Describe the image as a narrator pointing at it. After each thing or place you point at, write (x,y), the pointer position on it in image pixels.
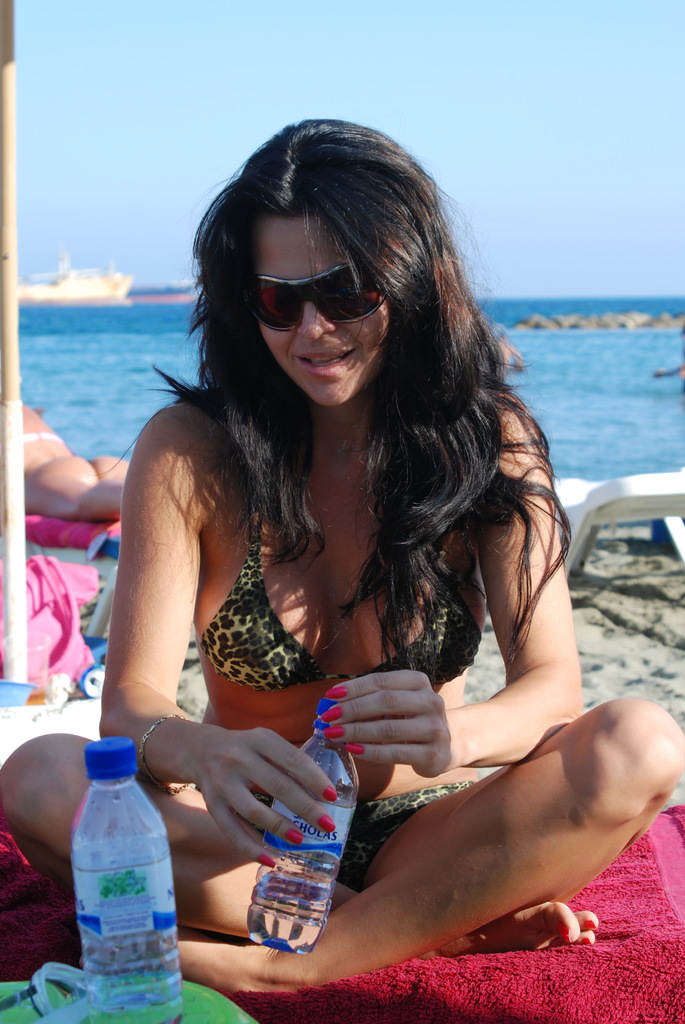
In this picture we can see a woman (264,576) sitting on the floor (549,965). This is the red color cloth (630,978). She hold a bottle (274,936) with her hand (257,857). And there is a one more bottle (123,739) here. And on the background (611,383) there is sea (600,376). This is the ship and there is a sky (569,119).
